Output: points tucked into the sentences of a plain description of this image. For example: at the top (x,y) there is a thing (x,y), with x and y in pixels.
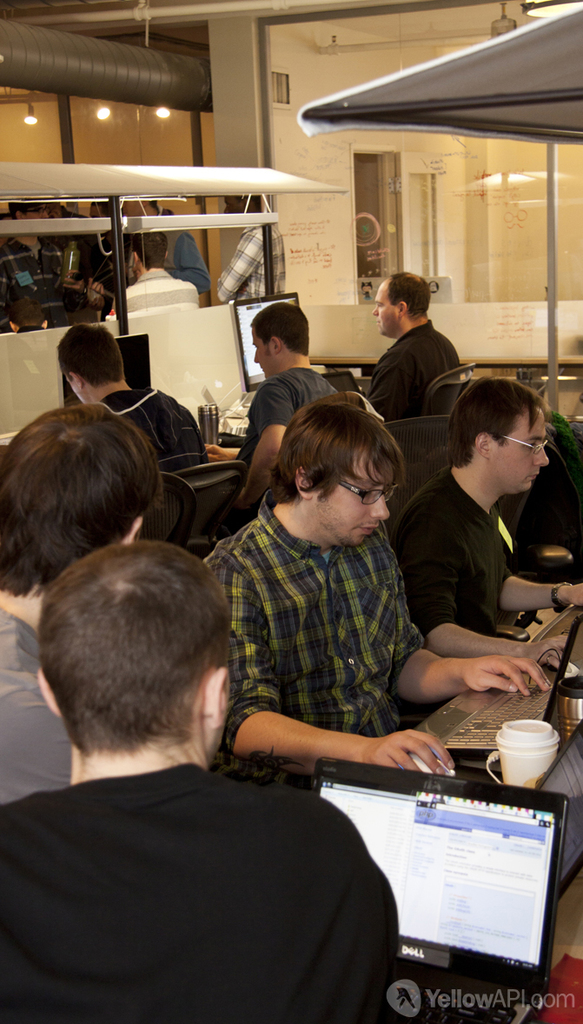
In this image, we can see a group of people (363,704). Few are sitting and standing. Here we can see monitors (457,784), cup (540,747), keyboard (519,715), bottles (567,697), glass door (526,303), wall (127,159), lights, pipe (162,84) and rods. Here a person (435,766) is holding a mouse (428,770).
